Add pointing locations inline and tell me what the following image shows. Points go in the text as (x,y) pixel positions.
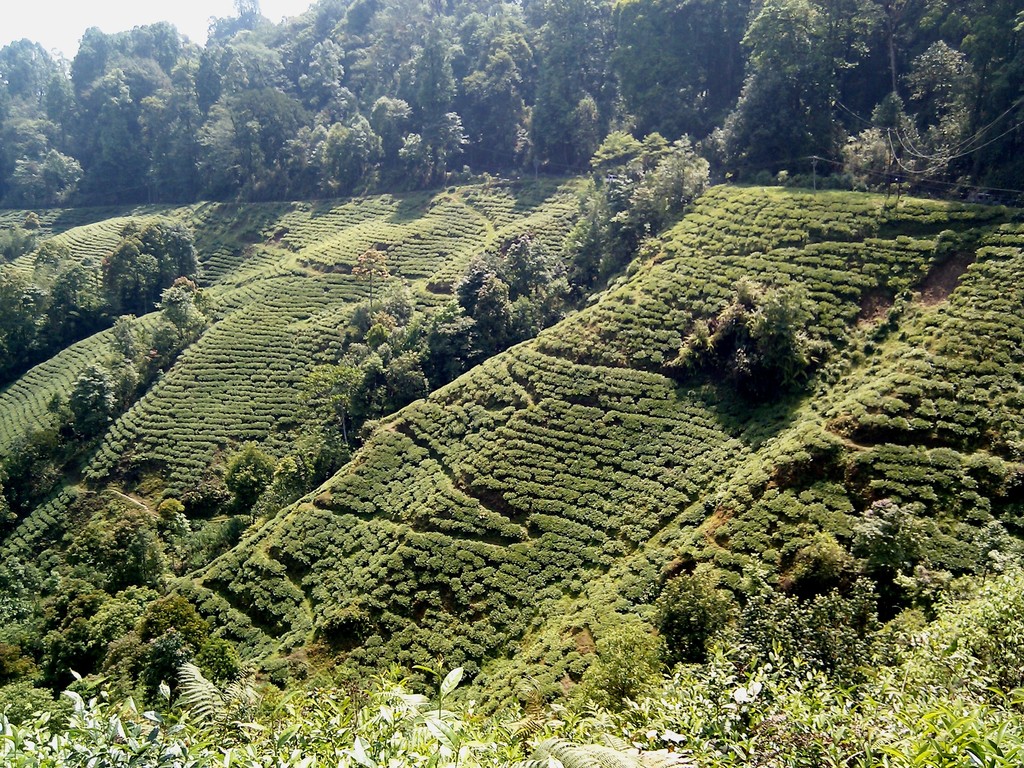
In this picture there is greenery (496,244) around the area of the image.
